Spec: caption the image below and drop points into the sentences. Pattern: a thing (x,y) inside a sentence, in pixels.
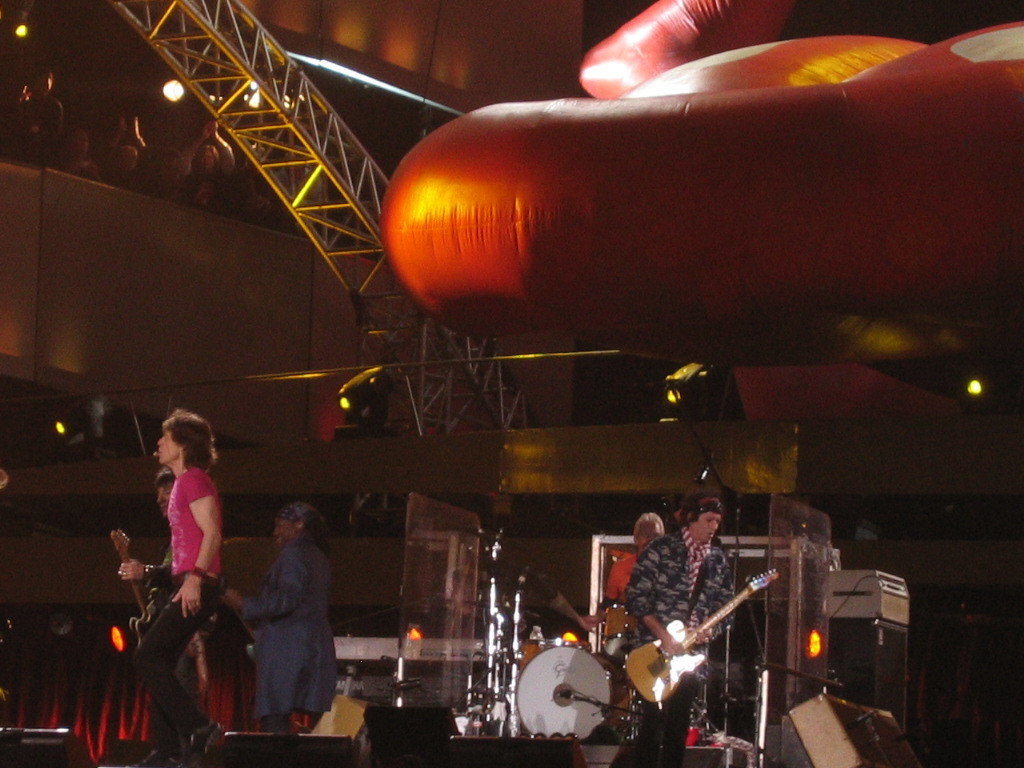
people (263,673) are performing on the stage (702,669). the person (688,599) at the right (683,653) is playing guitar (651,680). behind them a person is playing drums (543,719). people (185,603) at the left (182,596) are playing guitar (121,544) and singing. above them there is a huge red airbag (894,148). below that there are lights (99,416). at the left top (135,171) people (59,154) are standing and watching them.
